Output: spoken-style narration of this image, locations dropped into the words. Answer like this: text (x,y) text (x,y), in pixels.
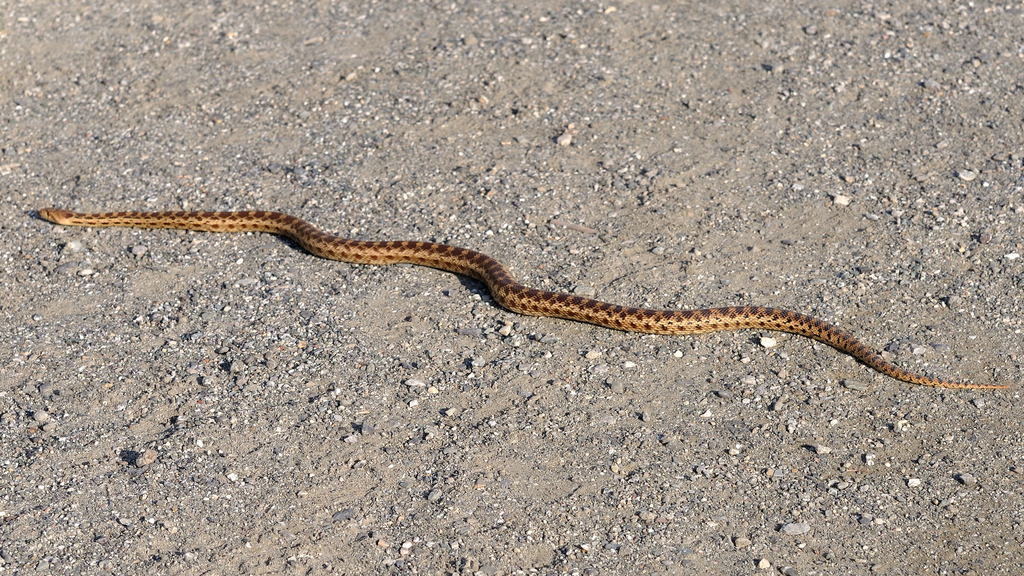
In this image I can see the snake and the snake (680,323) is in brown and cream color and I can also see few stones (432,346).
